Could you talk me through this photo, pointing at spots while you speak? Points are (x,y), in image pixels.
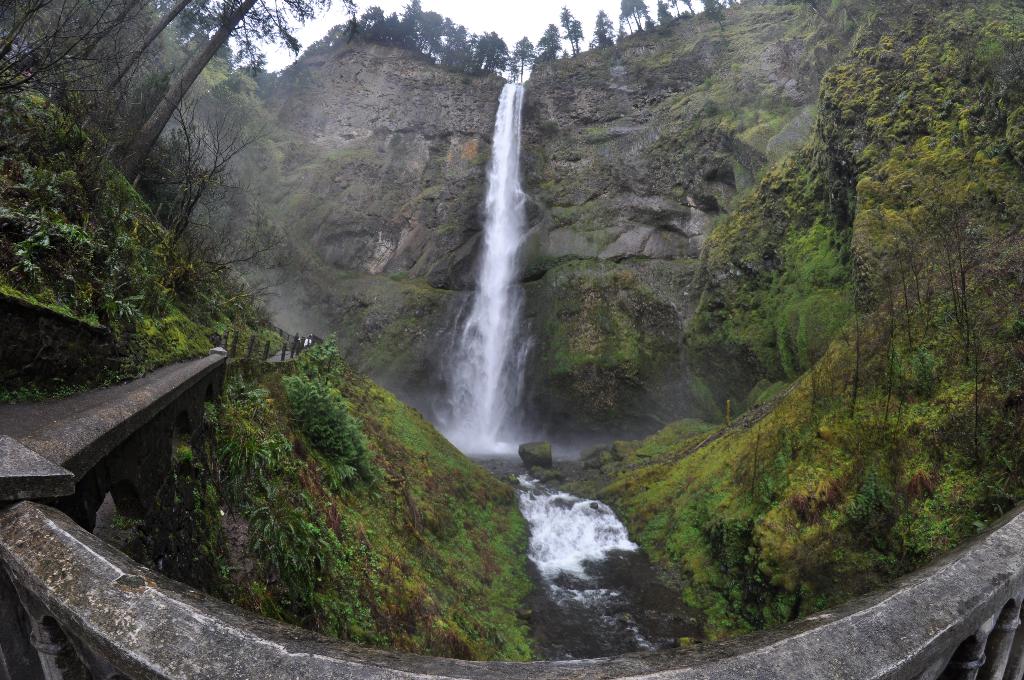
In this image in the front (171,644) there is a railing (134,586). In the center (348,443) there are plants (306,455), there is water (583,522) and there's grass (733,481) on the ground (274,443). In the background (544,192) there is a waterfall (507,137) and there are rocks (444,117) and trees (449,38).
